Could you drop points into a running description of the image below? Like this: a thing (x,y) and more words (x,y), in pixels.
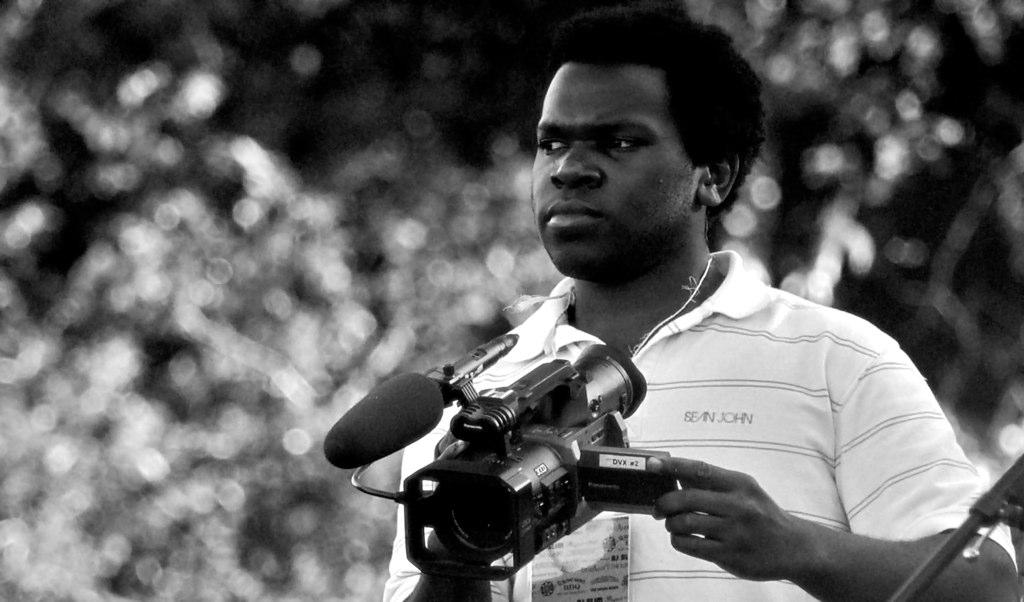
Here we can see a man (411,583) who is holding a camera (461,411) with his hands (463,579).
